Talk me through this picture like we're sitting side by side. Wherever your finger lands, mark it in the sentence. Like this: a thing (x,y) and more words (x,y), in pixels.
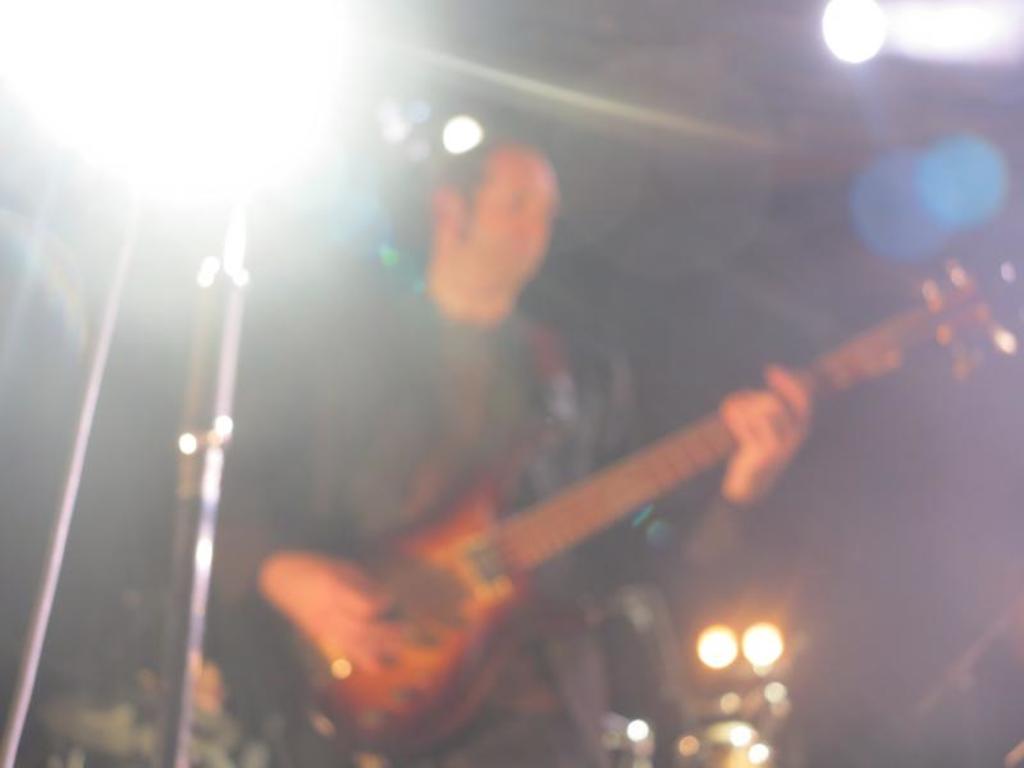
In this image, there is a person (510,393) standing and playing a guitar (568,521). This person (460,480) is wearing clothes (419,424).
